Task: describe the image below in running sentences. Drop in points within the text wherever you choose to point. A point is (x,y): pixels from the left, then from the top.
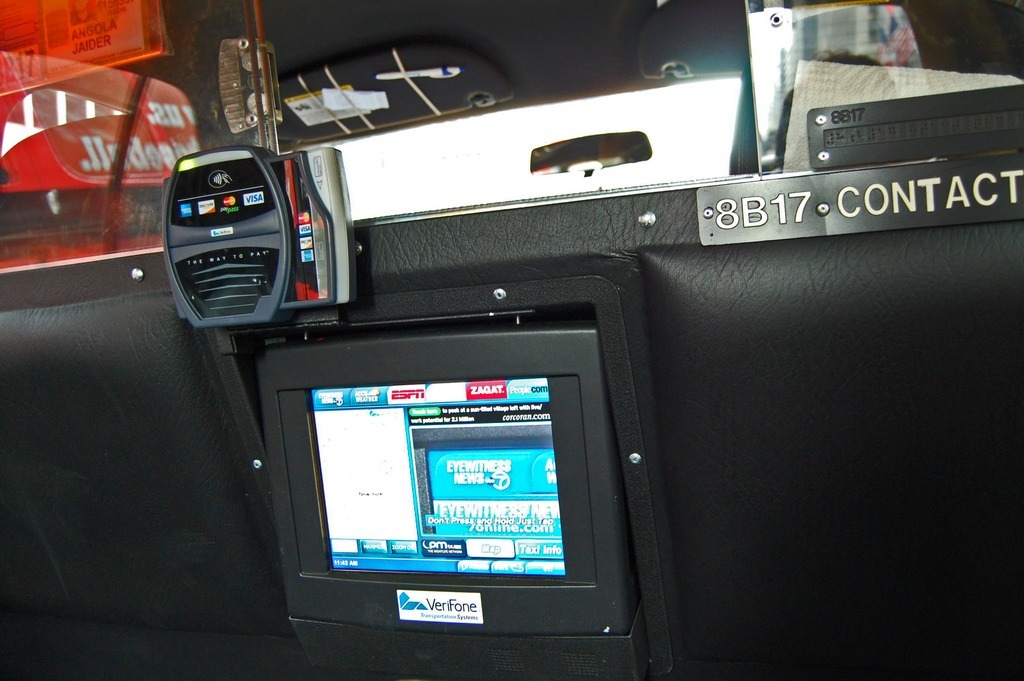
In this image we can see a TV (419,497) is inserted in an object (232,347) and there is an electronic device (215,231) on the object (58,563). At the top (151,212) we can see mirrors (197,40) and we can see reflections (27,213) of objects (288,122) on it and there are small boards (736,220) on the object (660,251).
